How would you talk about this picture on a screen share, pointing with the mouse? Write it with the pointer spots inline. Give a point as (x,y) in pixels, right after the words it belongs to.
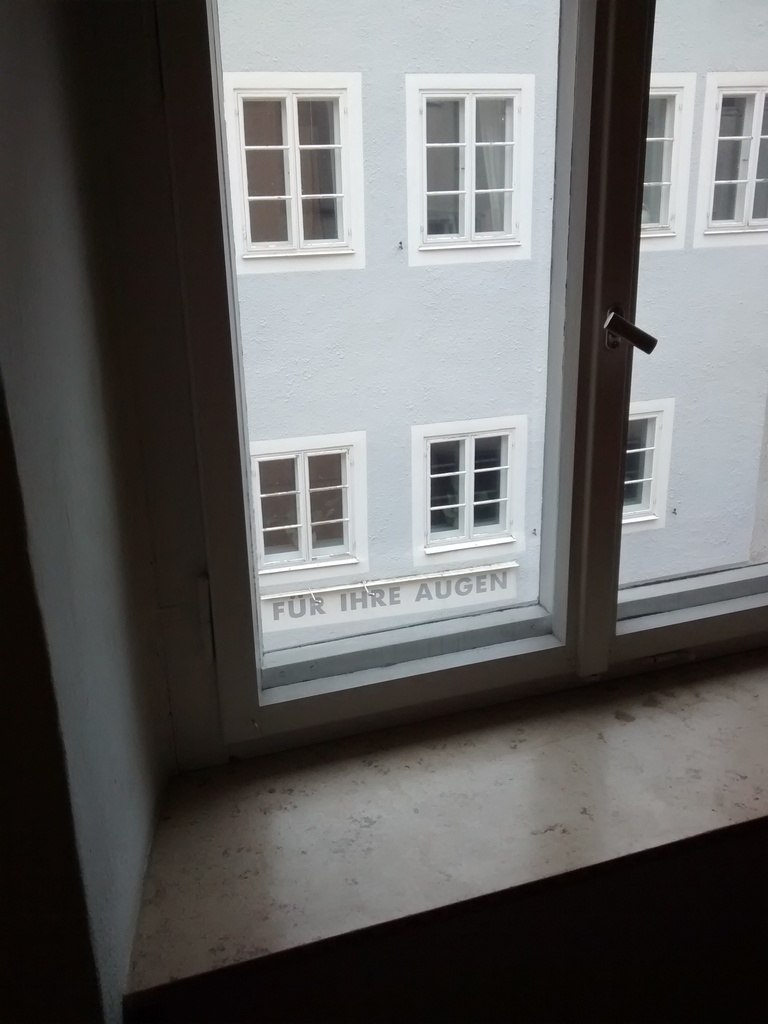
In this image we can see a window (317,656) through which we can see a building (402,77) with windows (447,208). To the left side of the image (65,464) there is a wall (67,544).
